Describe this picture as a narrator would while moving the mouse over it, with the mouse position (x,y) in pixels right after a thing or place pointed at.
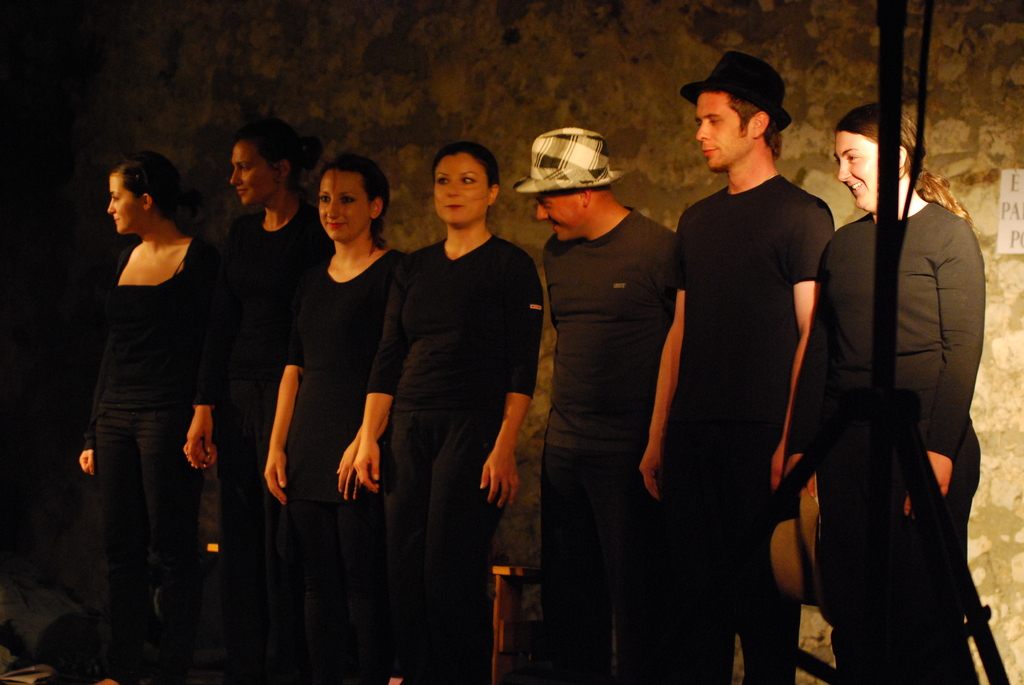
In this picture I can see a number of people (497,299) wearing black dress (359,291) and standing. I can see the wall (544,54) in the background (639,206).
